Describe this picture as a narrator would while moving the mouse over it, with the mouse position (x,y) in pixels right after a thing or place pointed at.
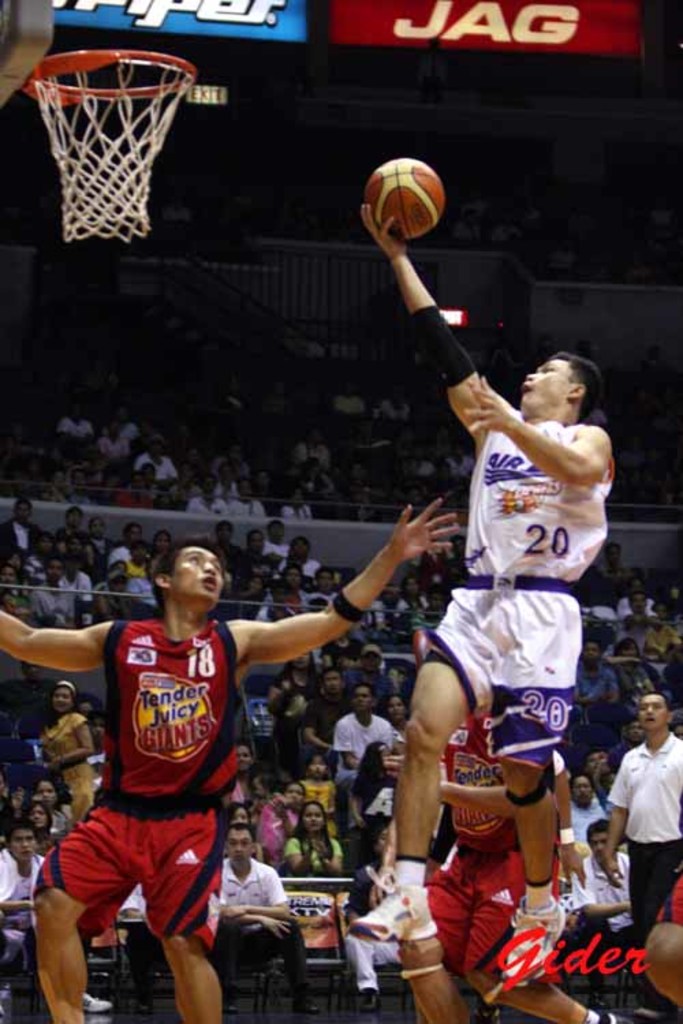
In the foreground of the image (135,673) I can see three basketball players (443,738). There is a man (573,498) on the right side (497,534) and he is holding the ball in his right hand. I can see the net (78,210) on the top left side (141,119). In the background (343,409), I can see the spectators (379,425) sitting on the chairs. I can see the LED screen boards (279,32) at the top of the picture (215,12).
